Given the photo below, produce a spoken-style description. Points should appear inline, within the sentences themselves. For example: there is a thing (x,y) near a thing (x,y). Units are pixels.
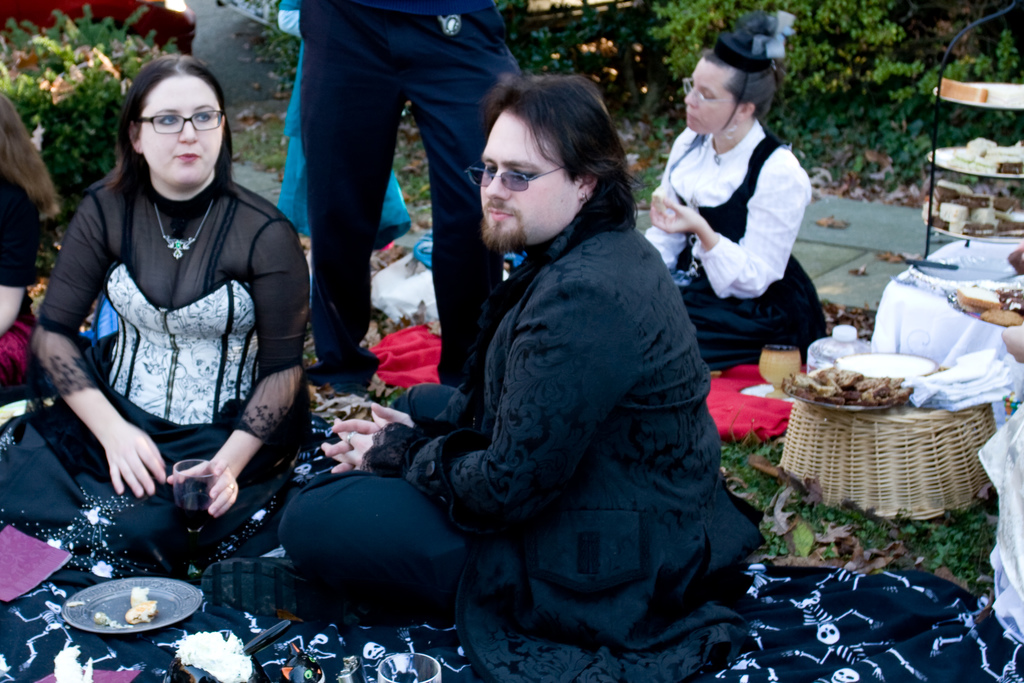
In this image there are some people (58,445) sitting and one woman (195,266) is holding glass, in the glass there is some drink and two of them are standing and also at the bottom (825,636) there is one cloth (94,662). On the cloth (95,644) there are some plates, on the plates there is food (131,619) and spoons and some other objects (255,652). On the right side of the image (853,488) there are some baskets (840,477), in the baskets (866,416) there are some plates (887,374) and some clothes (944,374) and some objects (967,170) and in the background (898,105) there are plants (663,96) and vehicle (86,1).
